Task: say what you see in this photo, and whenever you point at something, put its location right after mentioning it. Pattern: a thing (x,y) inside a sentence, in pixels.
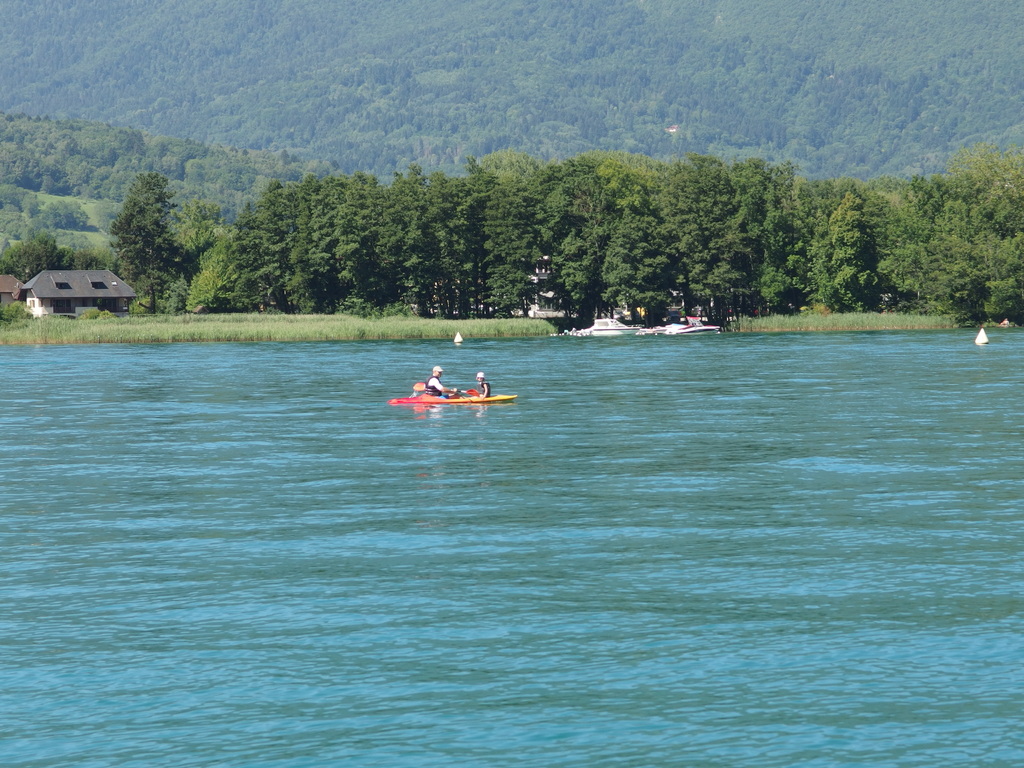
In the center of the image (433,394) we can see two people (437,379) are sitting in a boat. In the background of the image (924,109) we can see the hills (601,51), trees (717,235), plants (158,324), boats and water (645,575). On the left side of the image (69,297) we can see the houses (124,301) and roof (52,274).
